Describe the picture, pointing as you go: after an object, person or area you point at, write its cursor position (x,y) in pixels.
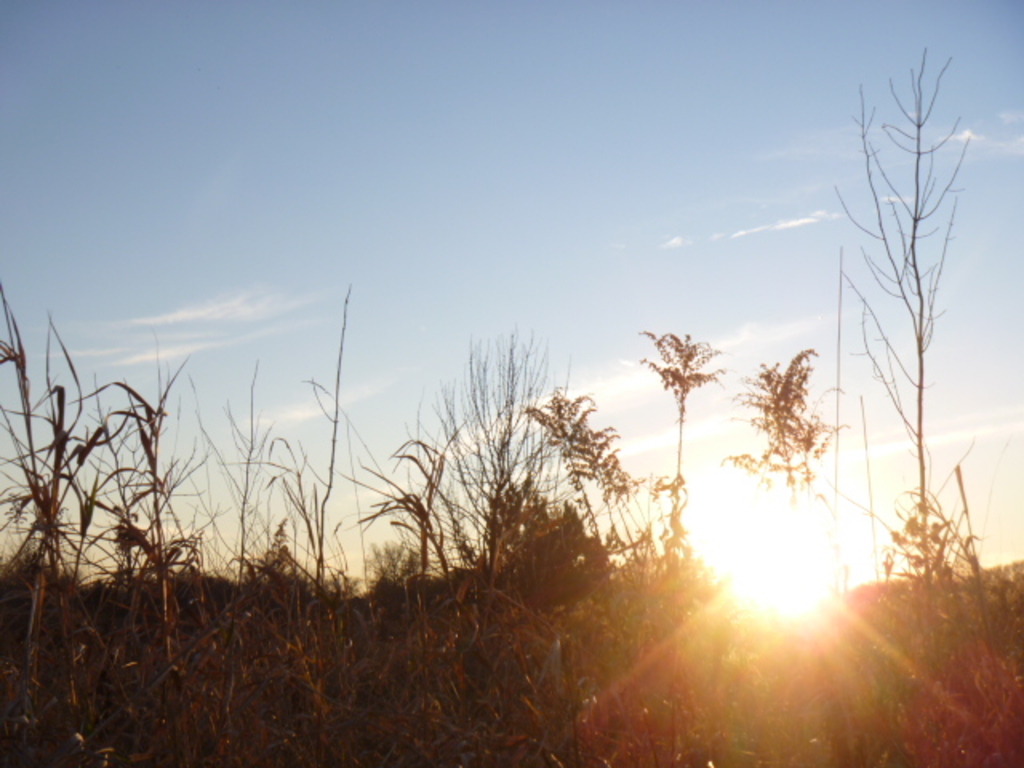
In this picture I can see plants (343,675), there are trees (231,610), and in the background (500,154) there is the sky (635,97).
